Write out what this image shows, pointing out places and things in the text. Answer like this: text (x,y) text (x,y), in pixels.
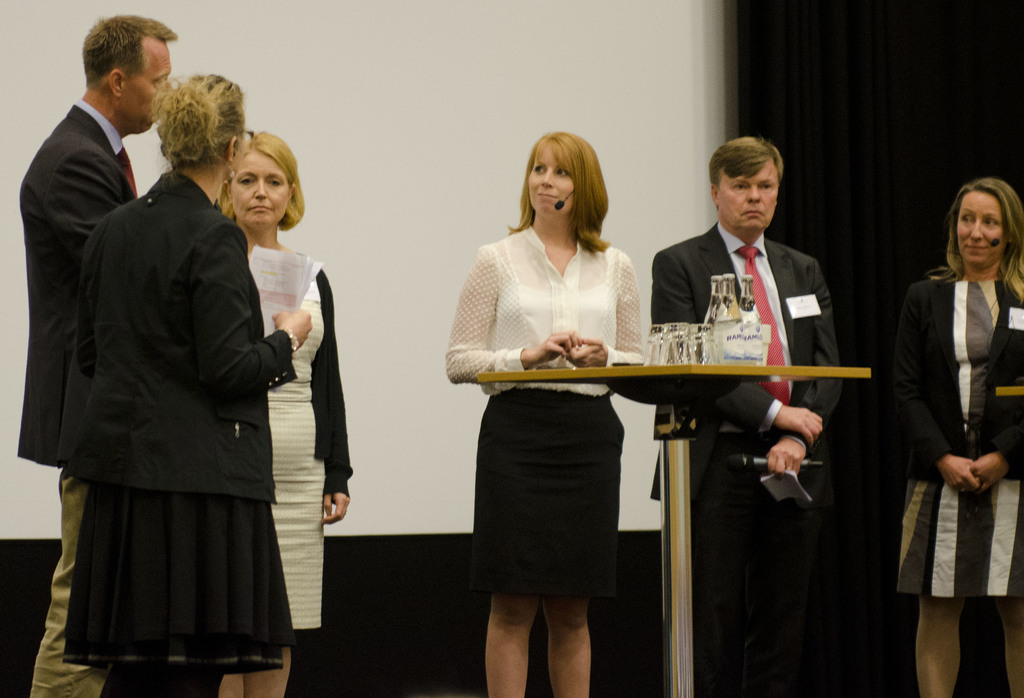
In this picture I can see few people (595,312) standing, On the left (198,369) i can see a woman (283,331) holding papers (270,330) in the hands (298,330) and I can see a table (679,390) with few bottles (753,298) and glasses (661,342) on it on the back (101,17) and I can see a projector screen (79,72).
